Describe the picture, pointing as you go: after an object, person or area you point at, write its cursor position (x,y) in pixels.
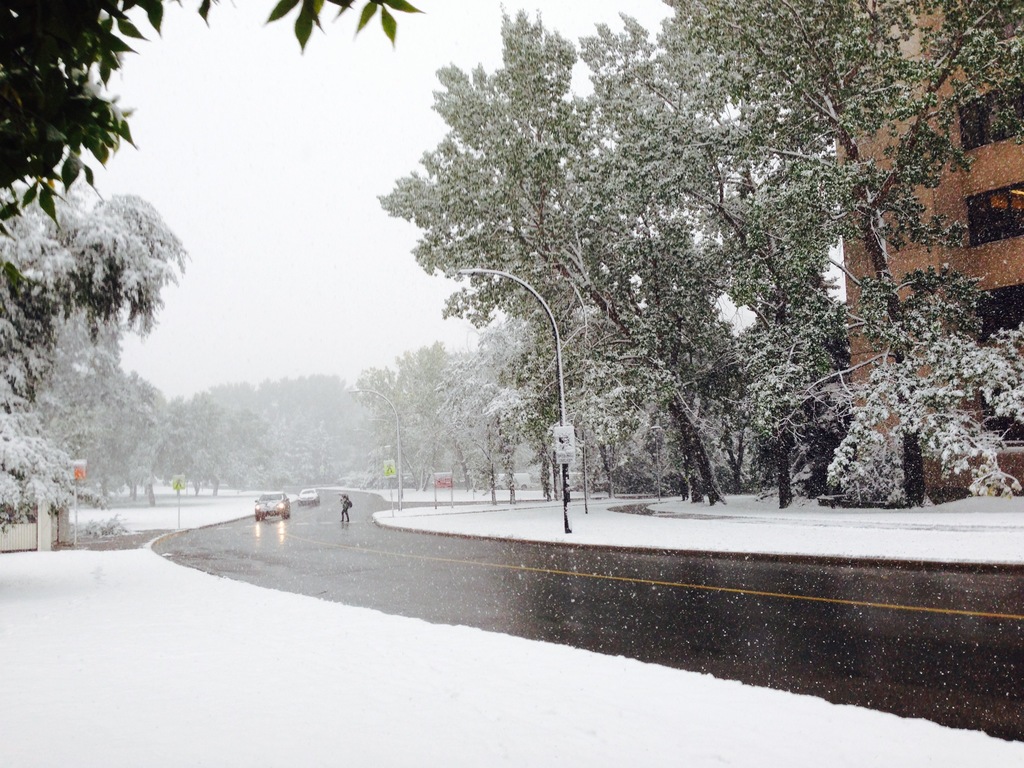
In this image I can see a road (346,572) in the centre (352,491) and on it I can see few vehicles (281,501) and one person (346,506) is standing. On the both side of the road (395,542) I can see snow (434,533) on ground (501,505), number of trees (410,476), few poles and few sign boards (386,467). On the right side of this image (935,480) I can see a building (905,268).
